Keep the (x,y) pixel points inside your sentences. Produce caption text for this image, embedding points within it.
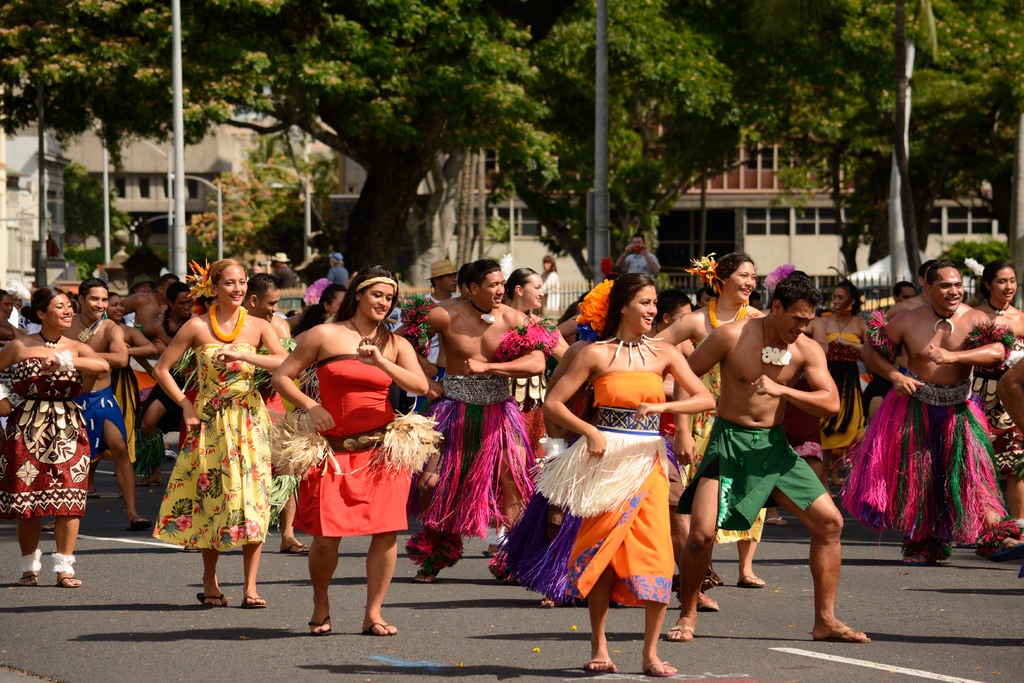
Here men (896,413) and women (603,487) are standing, these are trees (399,167) and buildings (48,178).
